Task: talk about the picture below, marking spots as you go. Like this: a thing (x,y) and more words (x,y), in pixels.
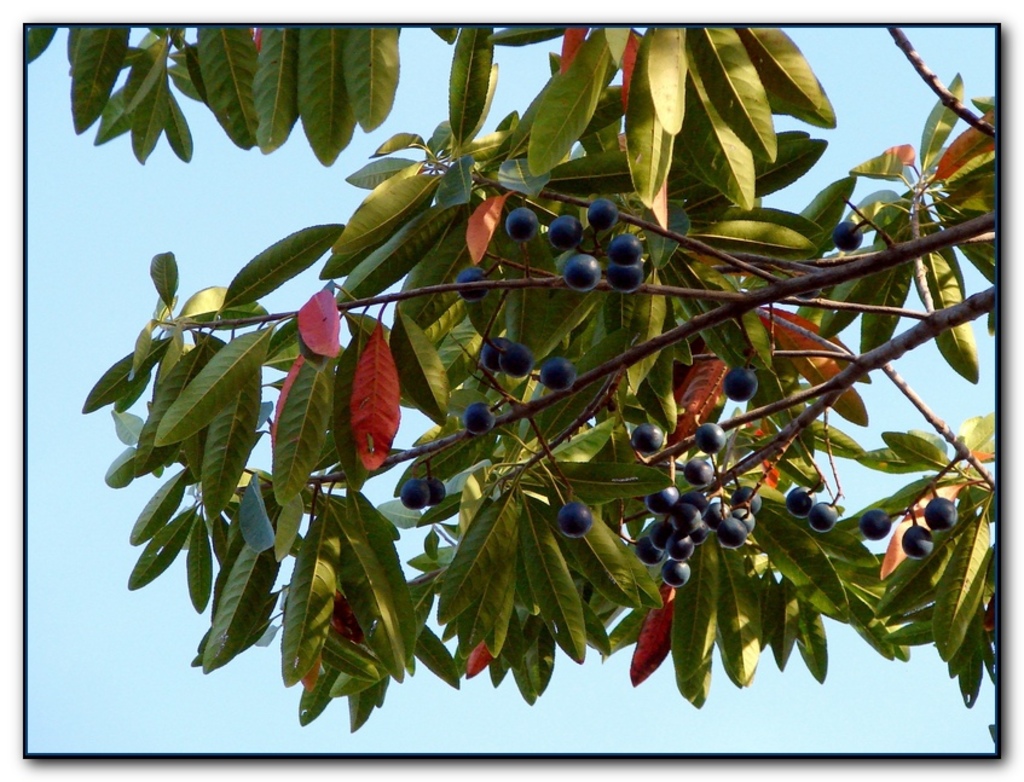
In this image there is one tree (847,269) and some fruits (839,241), and in the background (877,420) there is sky (872,494).
